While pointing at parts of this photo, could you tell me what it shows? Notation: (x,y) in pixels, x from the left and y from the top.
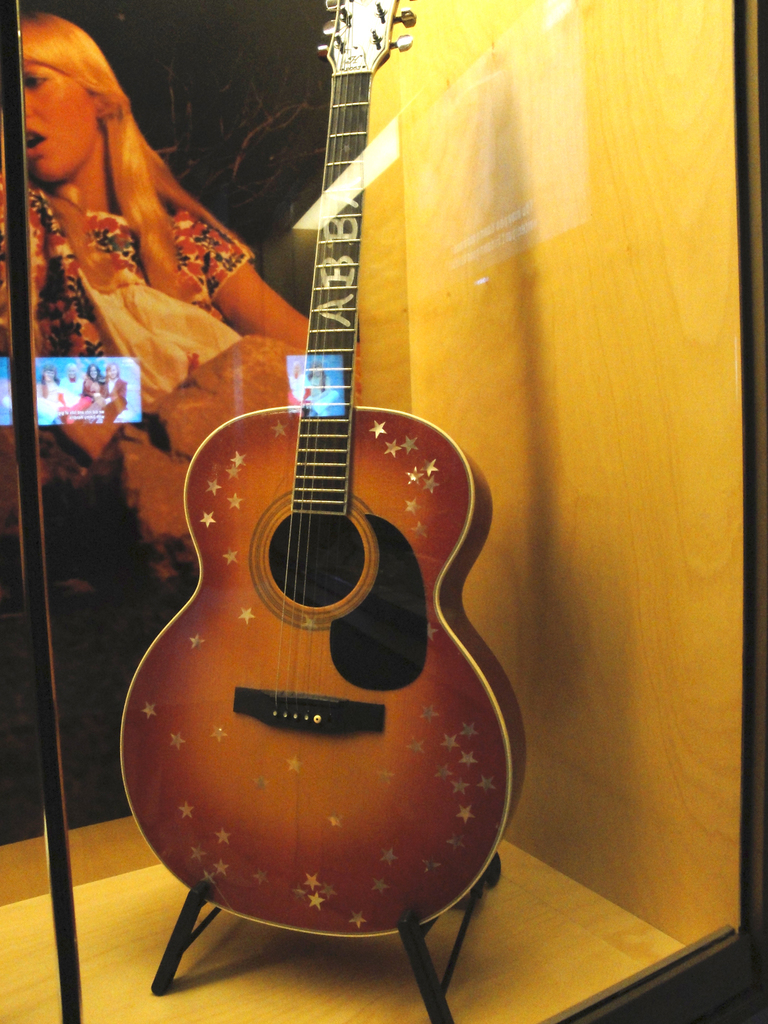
A guitar (298,490) is placed in a gallery (260,976).
